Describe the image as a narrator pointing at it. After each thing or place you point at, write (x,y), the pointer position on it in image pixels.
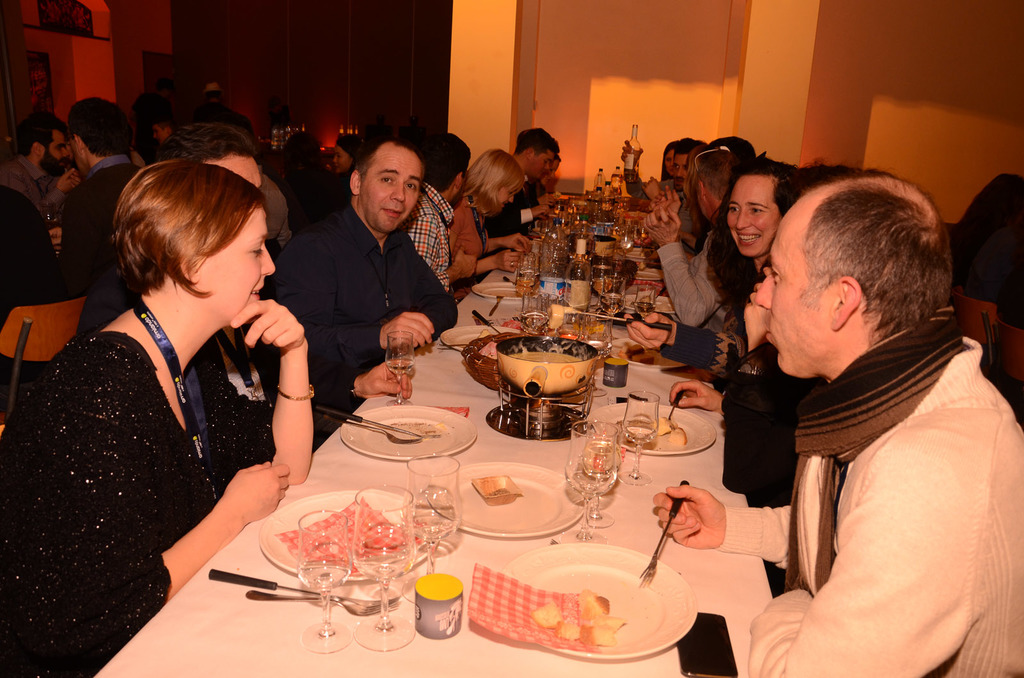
This picture describes about group of people (259,257) they are all seated on the chair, in front of them we can find couple of plates (638,638), glasses (434,547), spoons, bottles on the table (506,438), in the background (480,146) we can find walls (588,58).
